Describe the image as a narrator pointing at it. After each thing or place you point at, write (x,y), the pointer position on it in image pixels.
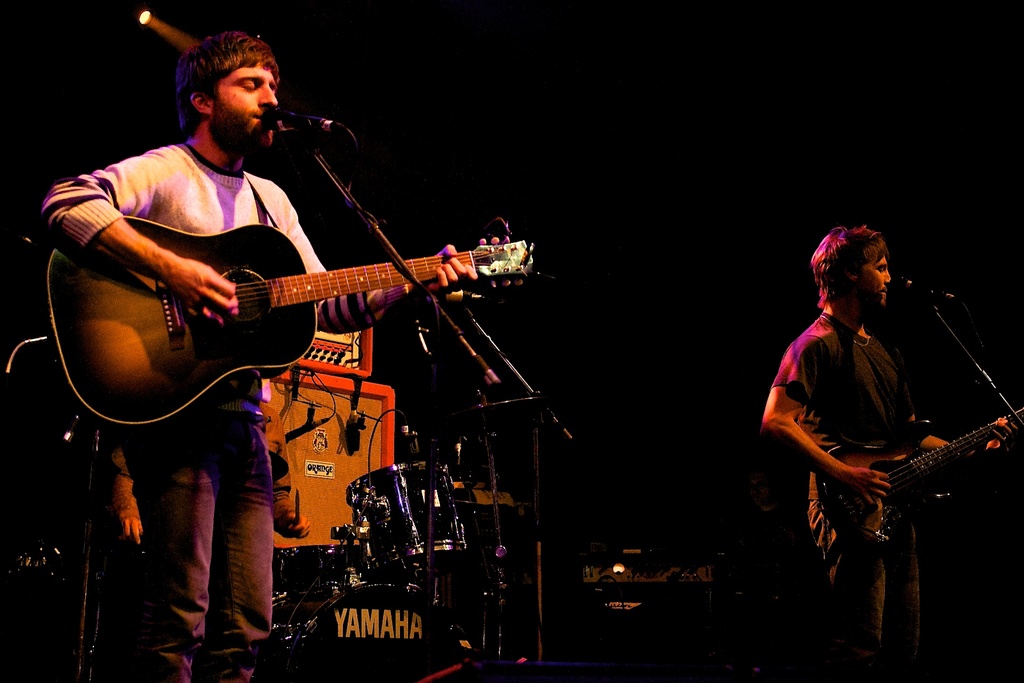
In this image I can see two persons (77,204) standing and holding a guitar (272,334). There is a mic (295,121) and a stand (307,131). At the back side (402,523) there are some musical instruments (390,605).
